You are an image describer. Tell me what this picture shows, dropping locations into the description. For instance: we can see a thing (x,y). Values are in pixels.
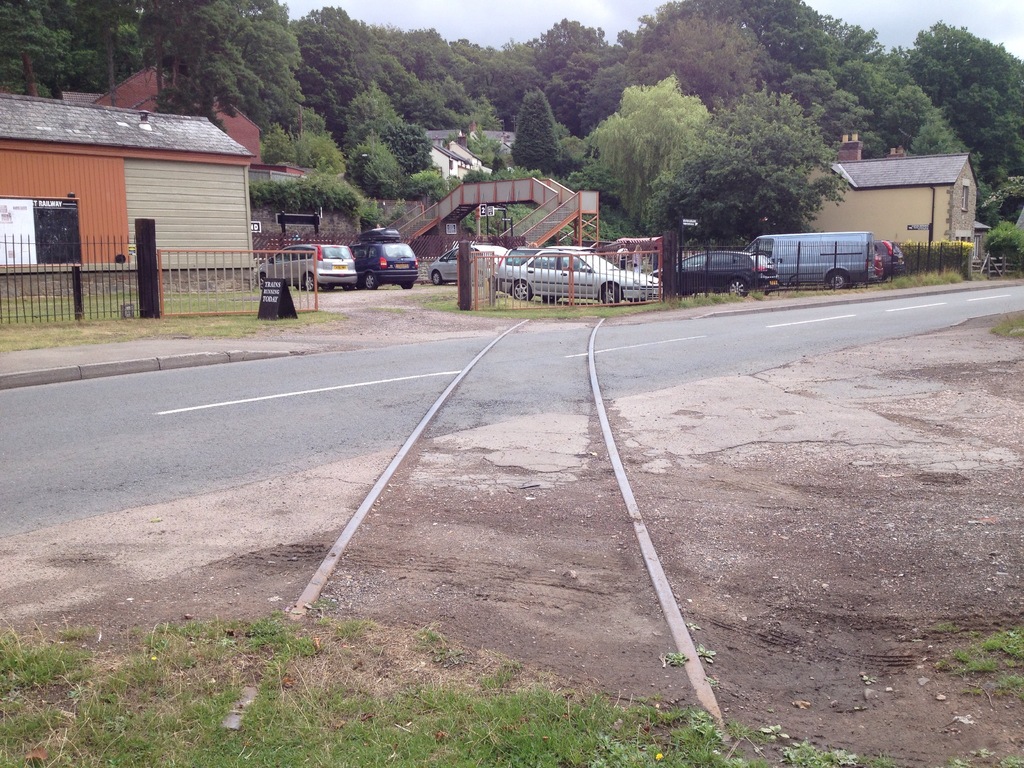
This image is clicked outside. There are trees (774,66) at the top (95,17). There are stores (194,217) in the middle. There are cars (543,267) in the middle (530,266). There is sky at the top (473,42).
